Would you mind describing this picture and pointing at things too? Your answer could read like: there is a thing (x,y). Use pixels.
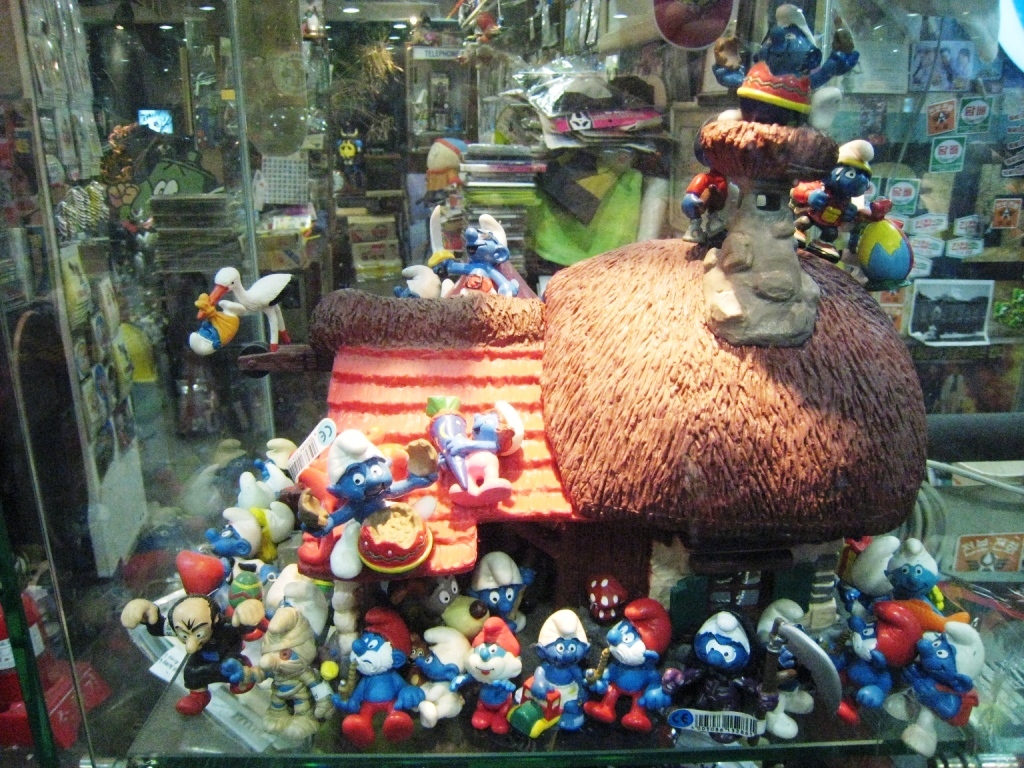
In this image there are toys (417,490), glass cupboards (934,17), lights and objects (639,224).
